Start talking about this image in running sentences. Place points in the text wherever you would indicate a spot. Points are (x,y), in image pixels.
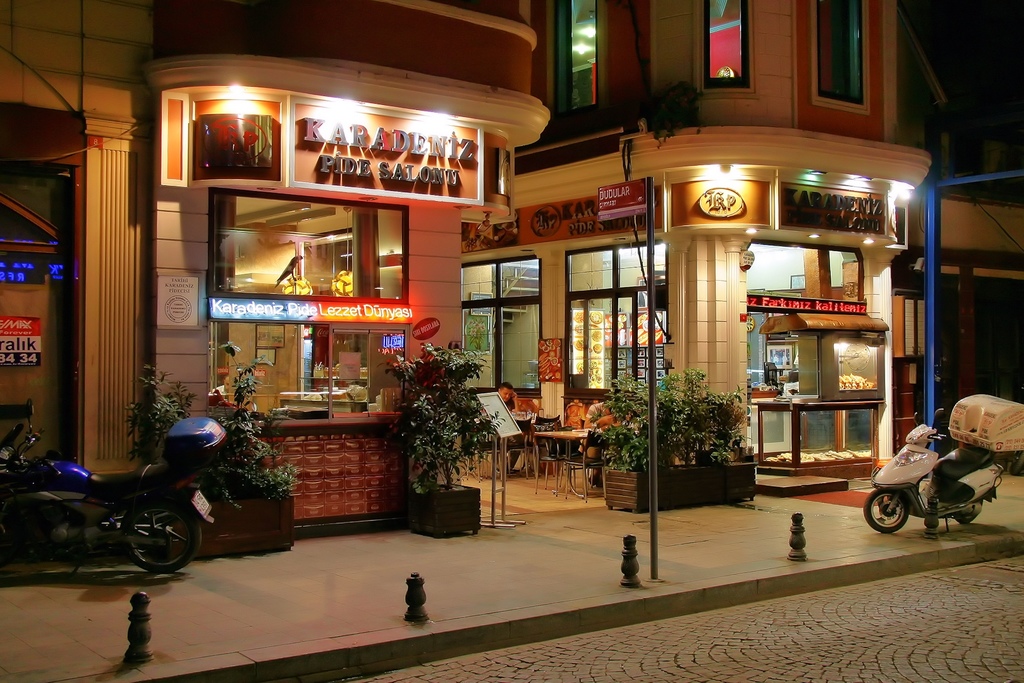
In this picture I can see some vehicles (131,501) are in front of the buildings (345,509) there are some potted plants (690,496), people (511,405) are sitting in front of the table (559,430), we can see some chairs (547,427), tables (571,432) are arranged.
